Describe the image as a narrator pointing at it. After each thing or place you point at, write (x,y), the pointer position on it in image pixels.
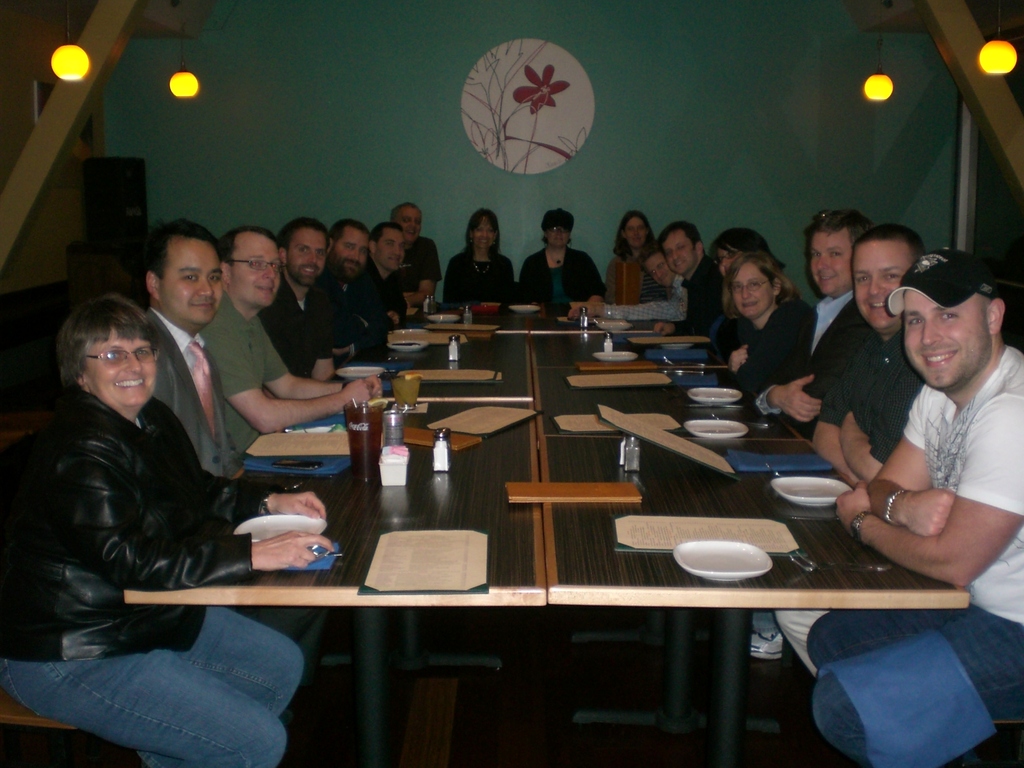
This image is clicked in a room (29,223) where there are tables (701,411) and benches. People (575,284) are sitting on that benches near that table (526,467). On the table (439,494) there is menu card (416,552), bottle (633,461), plates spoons (871,569). There are lights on the top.
